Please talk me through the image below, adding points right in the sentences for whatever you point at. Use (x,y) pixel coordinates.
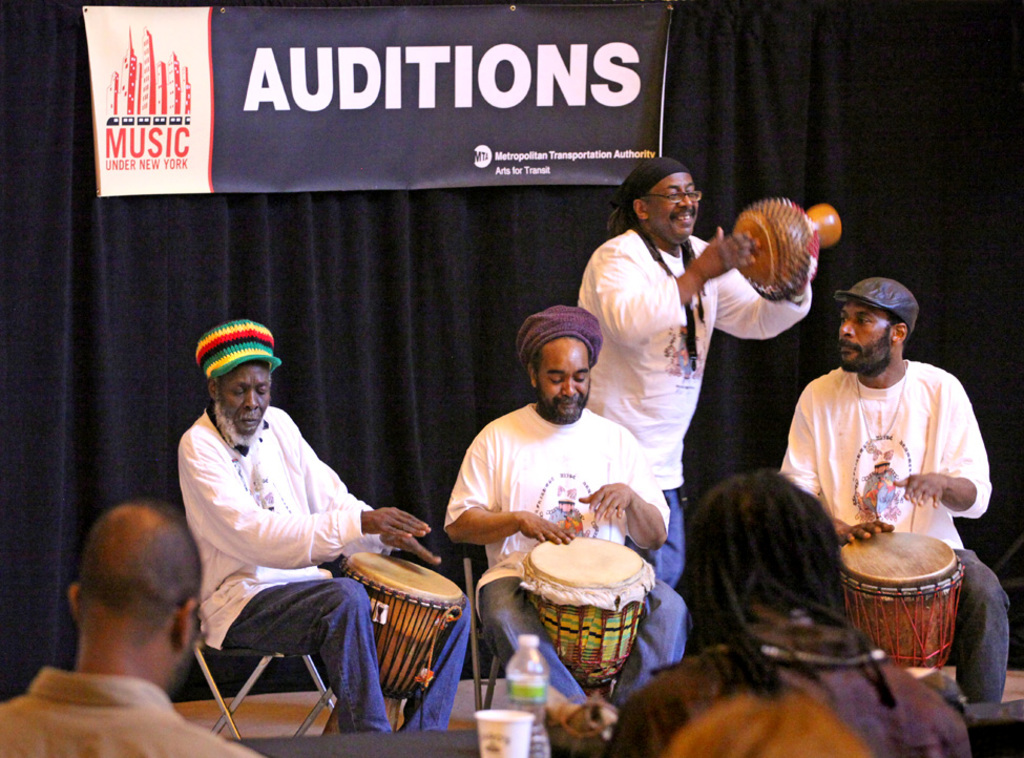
In this picture there are group of people (606,277) who are playing musical instruments (538,563). There is a bottle (513,705), cup (501,733) on the table (467,737). There is a curtain (285,278) and a banner (320,145) at the background (272,145).
